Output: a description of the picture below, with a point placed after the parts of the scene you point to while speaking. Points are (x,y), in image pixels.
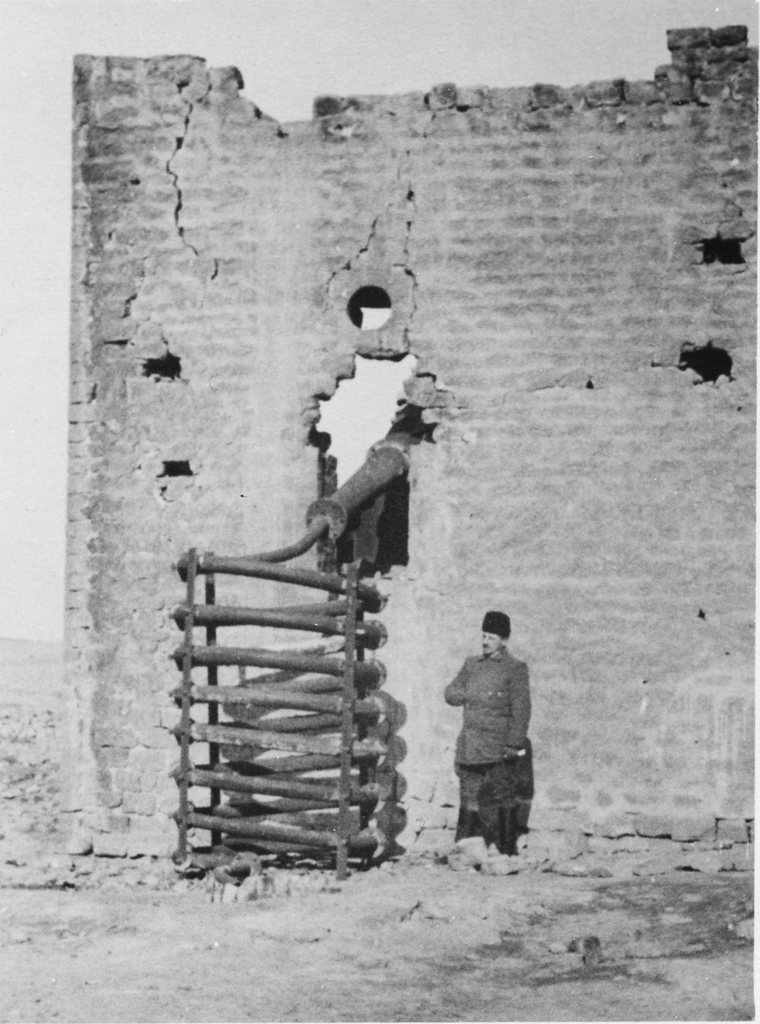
in this picture there is a broken wall (740,167) in the center of the image (505,523) and there is a man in the center of the image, there is a wooden rack (214,768) in the center of the image (262,565).
